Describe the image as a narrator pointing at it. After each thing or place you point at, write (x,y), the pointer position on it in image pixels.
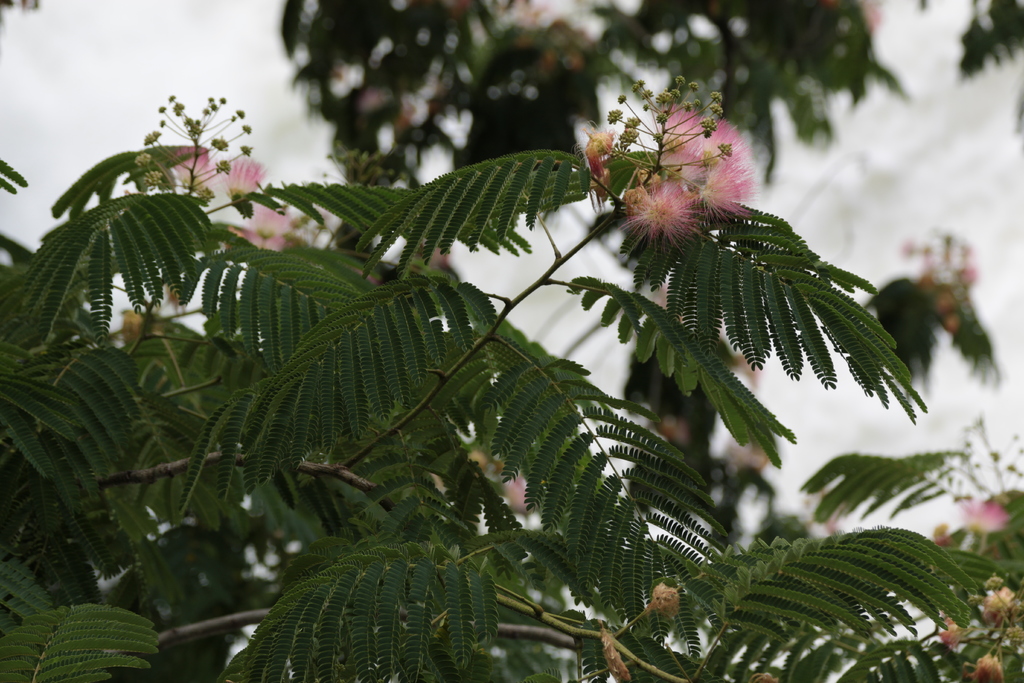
This picture contains a plant (448,527) which has flowers (697,172) and these flowers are in pink color. In the background (370,133), we see a tree (310,76) and the sky (74,87). It is blurred in the background (909,516).
